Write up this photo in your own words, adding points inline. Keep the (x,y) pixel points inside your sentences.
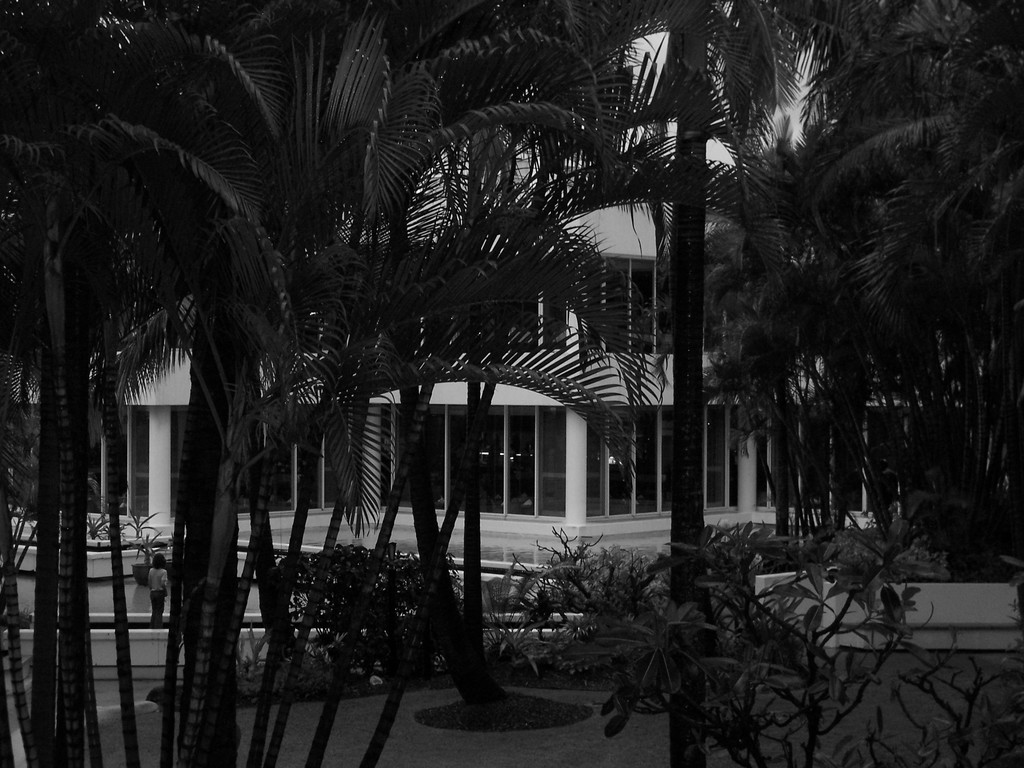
It is a black and white image and in this image we can see many trees (726,276) and also plants (618,641). In the background (143,520) we can see the building (560,498). There is also a person (162,579) on the left (163,559).
